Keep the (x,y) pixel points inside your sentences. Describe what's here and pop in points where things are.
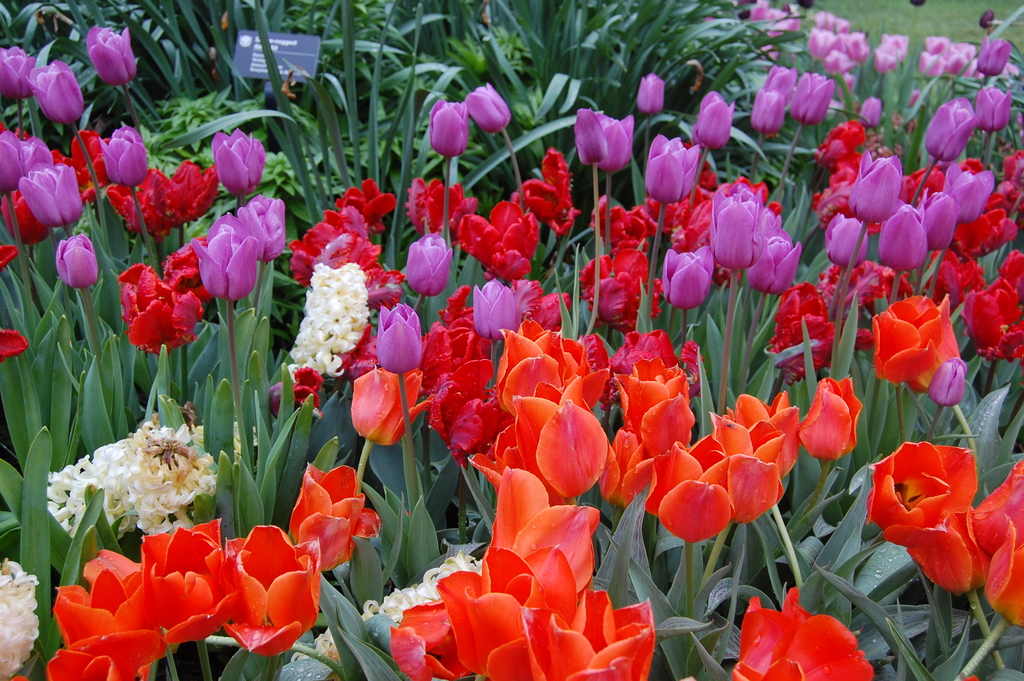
In this picture there are plants (506,98) and flowers (901,221).
